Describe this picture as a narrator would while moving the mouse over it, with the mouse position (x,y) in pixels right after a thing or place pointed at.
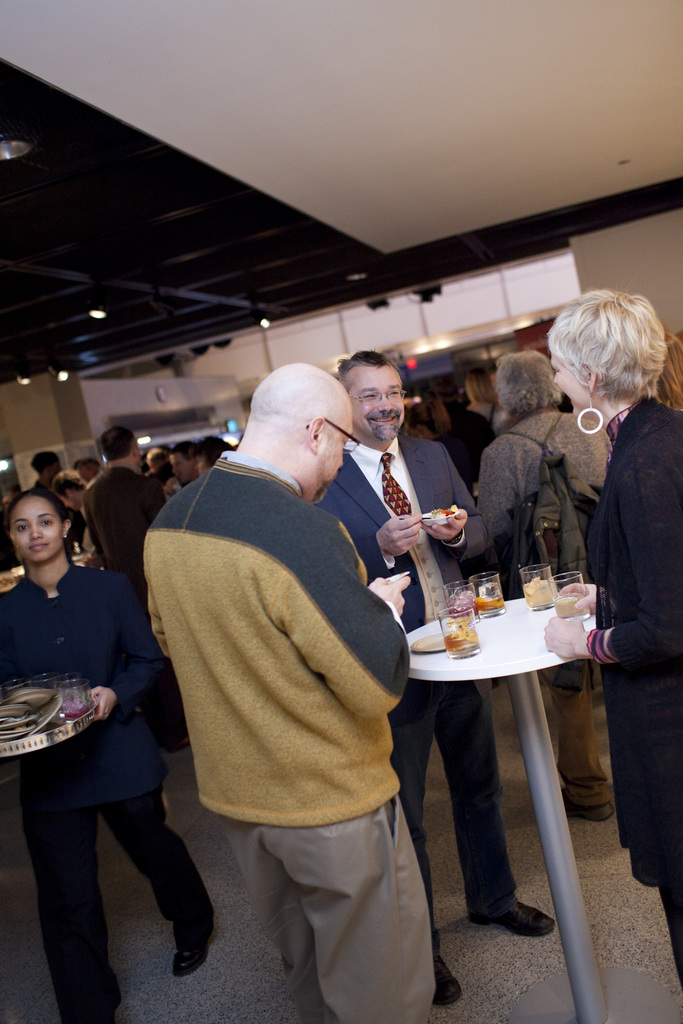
In this picture there are people (394,499) and we can see glasses (462,653) and plate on the table (458,672). In the background of the image (643,233) we can see lights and wall (73,440).
